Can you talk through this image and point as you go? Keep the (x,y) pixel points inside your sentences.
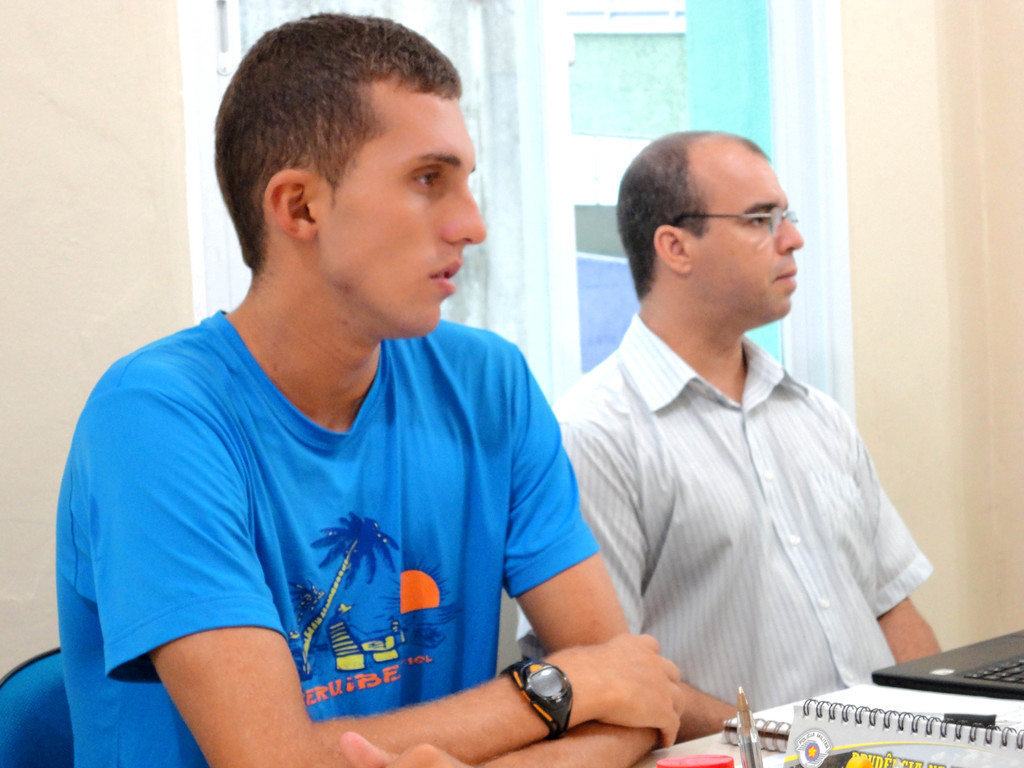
This picture is clicked inside. On the left (313,228) there are two persons (439,488) sitting on the chairs (59,663). On the right (916,727) there is a table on the top of which a book (866,744), a pen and some other items (701,763) are placed. In the background (957,102) we can see a wall (920,158), window (616,80) and a curtain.
